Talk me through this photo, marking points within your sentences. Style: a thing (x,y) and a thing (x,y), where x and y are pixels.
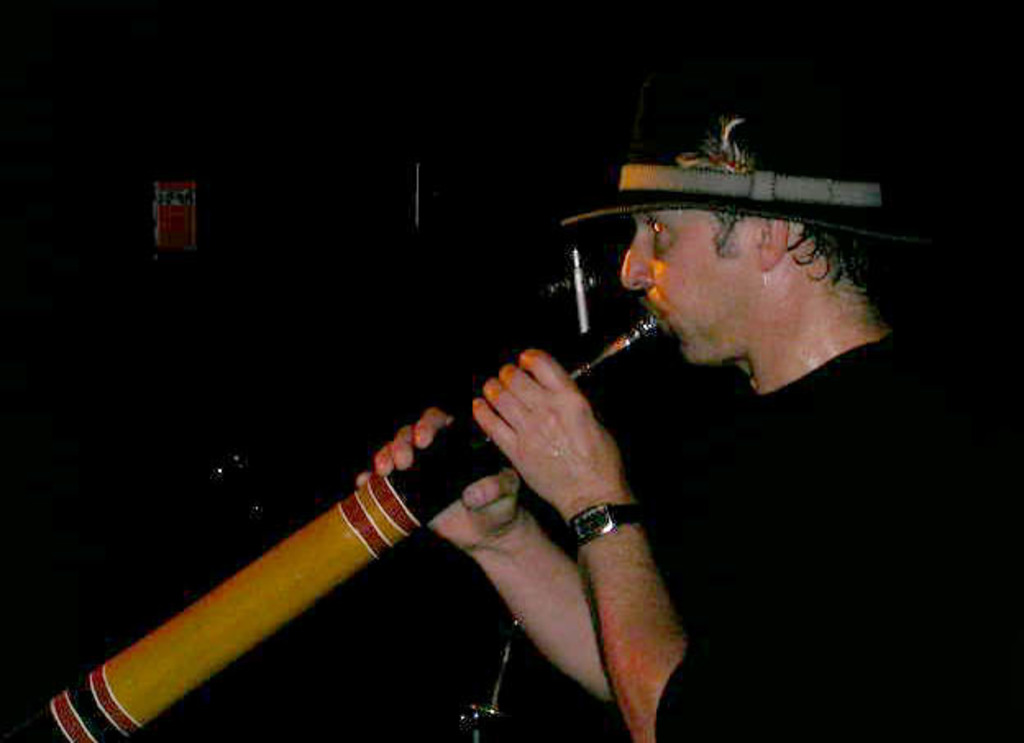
In this image a man (604,545) wearing black dress (827,411) and hat (638,204) is playing a musical instrument (386,496). The background (394,281) is dark.
